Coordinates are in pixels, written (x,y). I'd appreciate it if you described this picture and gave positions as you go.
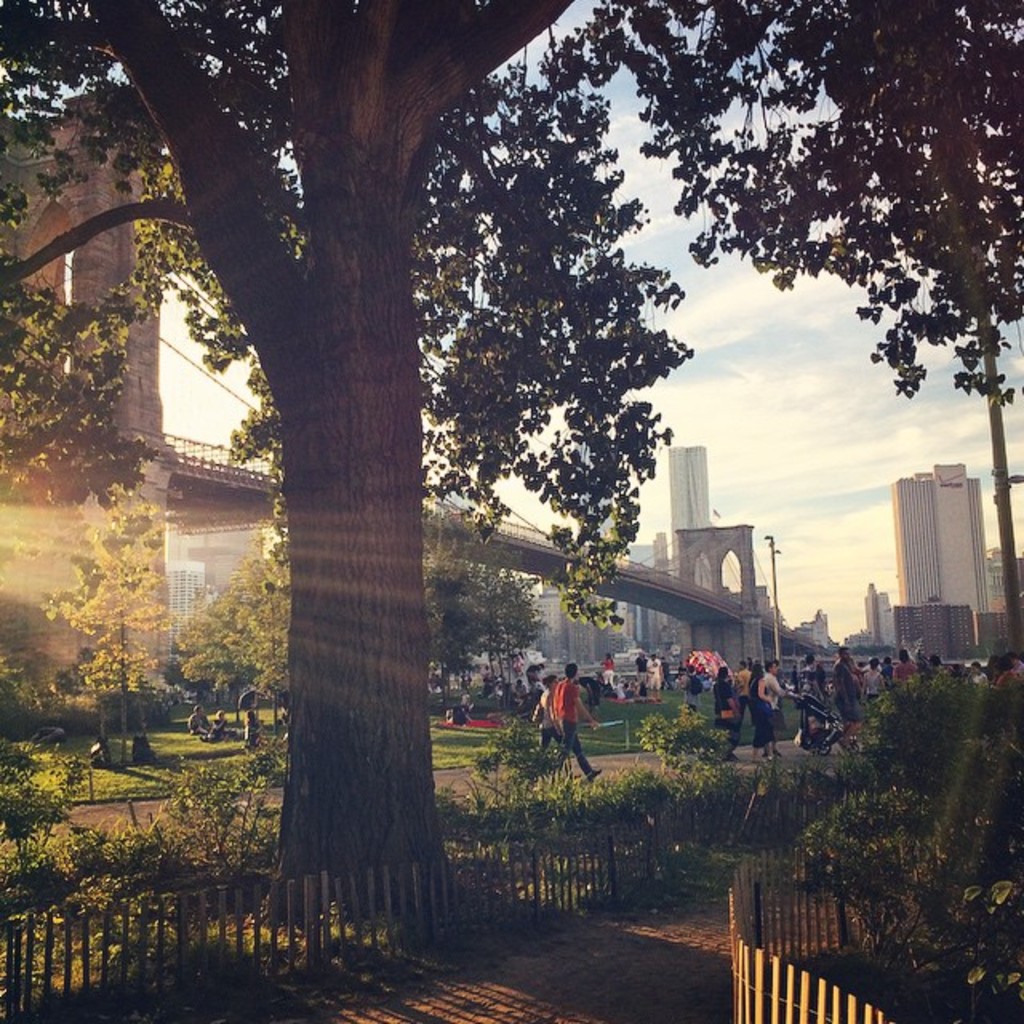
There are few persons (772,757) and this is a fence (733,944). Here we can see plants (1021,1018), trees (258,579), grass (203,750), poles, bridge (707,636), and buildings (980,486). In the background (799,440) there is sky (799,440).
